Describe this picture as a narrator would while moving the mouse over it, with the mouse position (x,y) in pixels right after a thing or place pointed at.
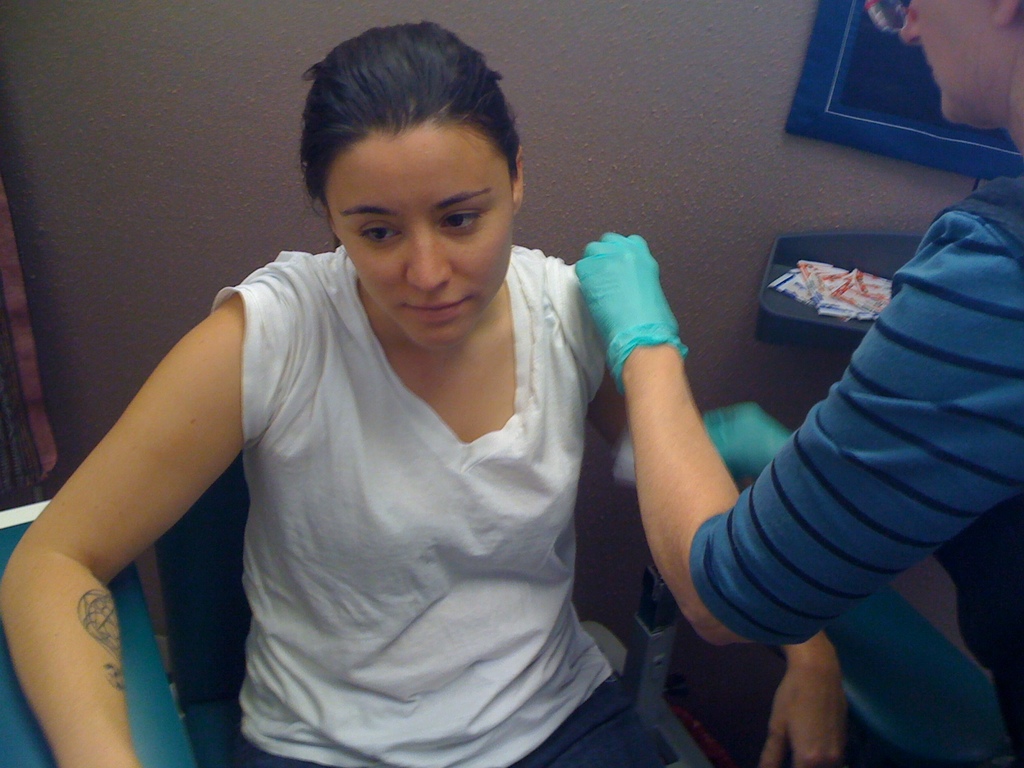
In this picture there is a woman (553,271) sitting on the chair (657,617) and there is a person (998,272) standing. At the back (801,157) there are objects (826,263) and there is a wall (223,85).
